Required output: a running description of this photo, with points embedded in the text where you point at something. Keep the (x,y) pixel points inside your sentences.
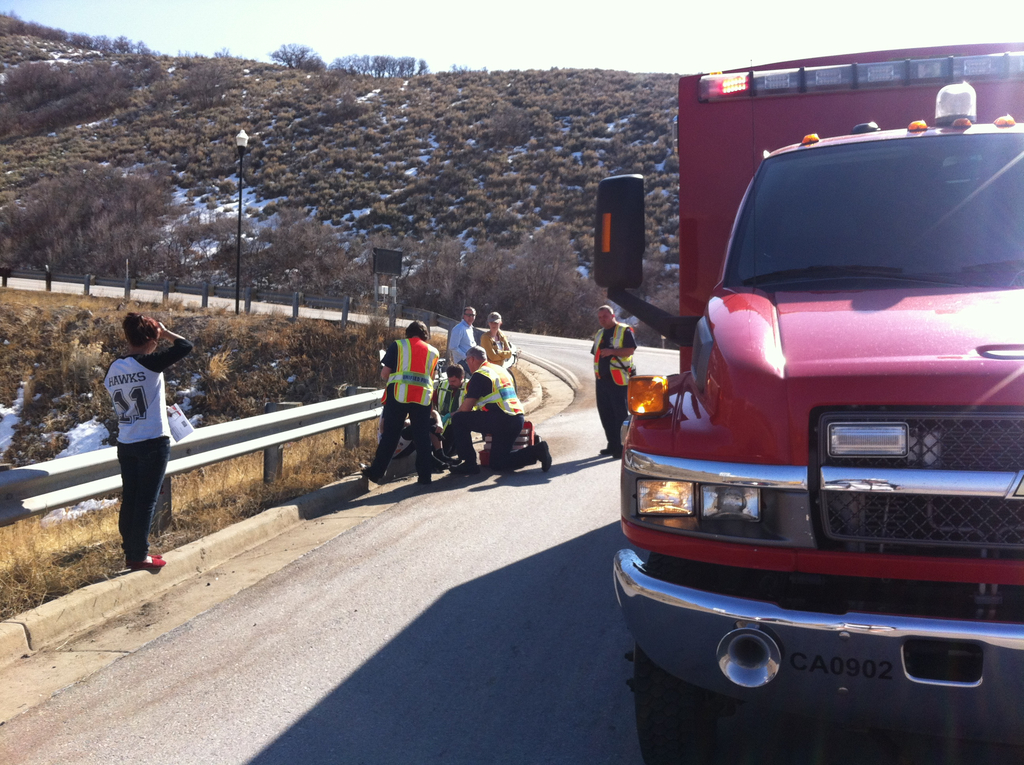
In this image we can see a truck (756,521) on the road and some people (462,434) standing beside a fence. On the backside (260,247) we can see a street pole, the hill (262,231), trees (470,254) and the sky (357,10) which looks clear.
